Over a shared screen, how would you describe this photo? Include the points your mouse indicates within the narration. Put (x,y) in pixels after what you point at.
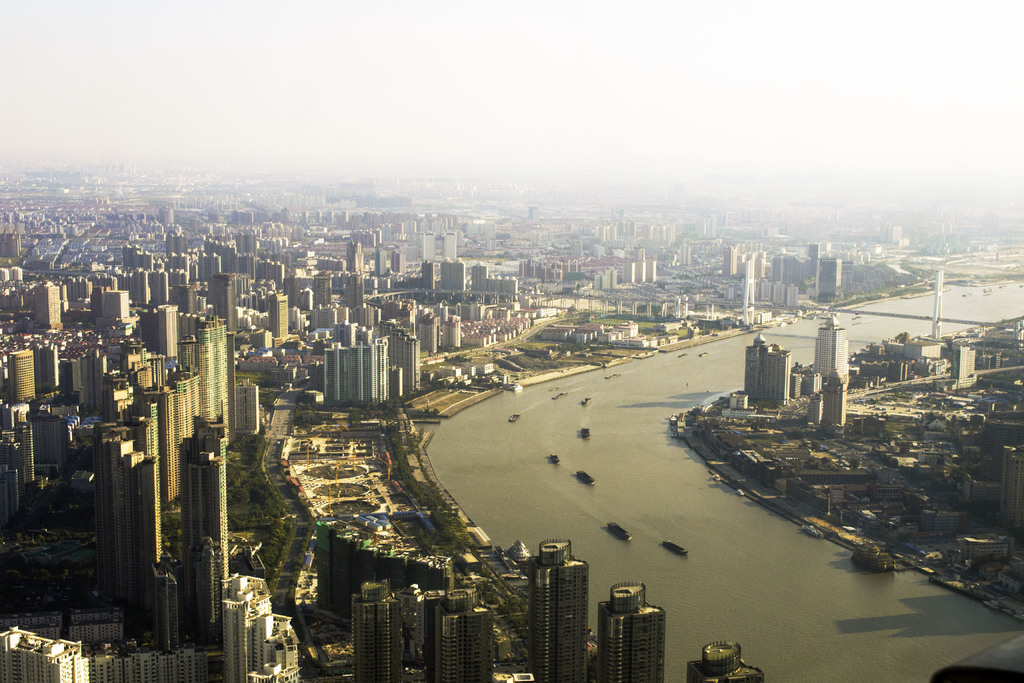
In this image there are boats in the water (810,589). There are buildings (743,460). At the top of the image (424,20) there is sky (319,34).
